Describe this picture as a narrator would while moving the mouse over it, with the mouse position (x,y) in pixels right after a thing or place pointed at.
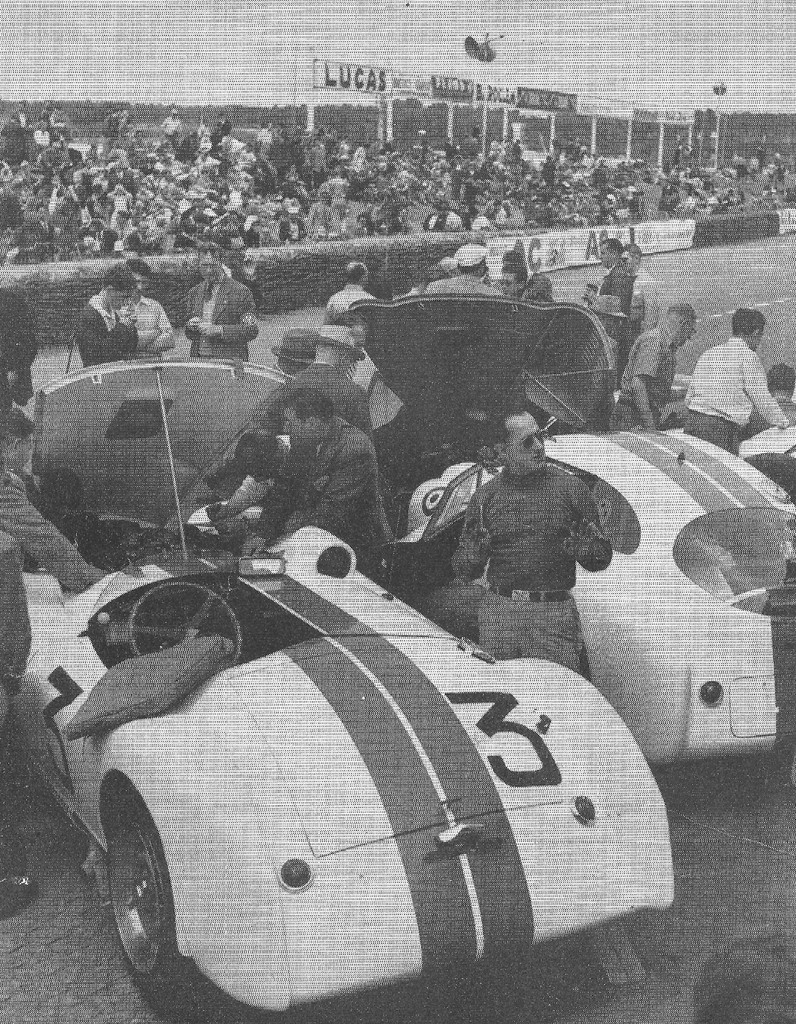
This is a black and white image. In the center of the image (491,623) we can see a group of people (264,210), vehicles (386,350), boards (344,79), poles (592,129). At the top of the image (208,74) we can see trees (325,109), speakers (491,49), sky (261,34). At the bottom of the image (736,818) there is a ground (667,934).
